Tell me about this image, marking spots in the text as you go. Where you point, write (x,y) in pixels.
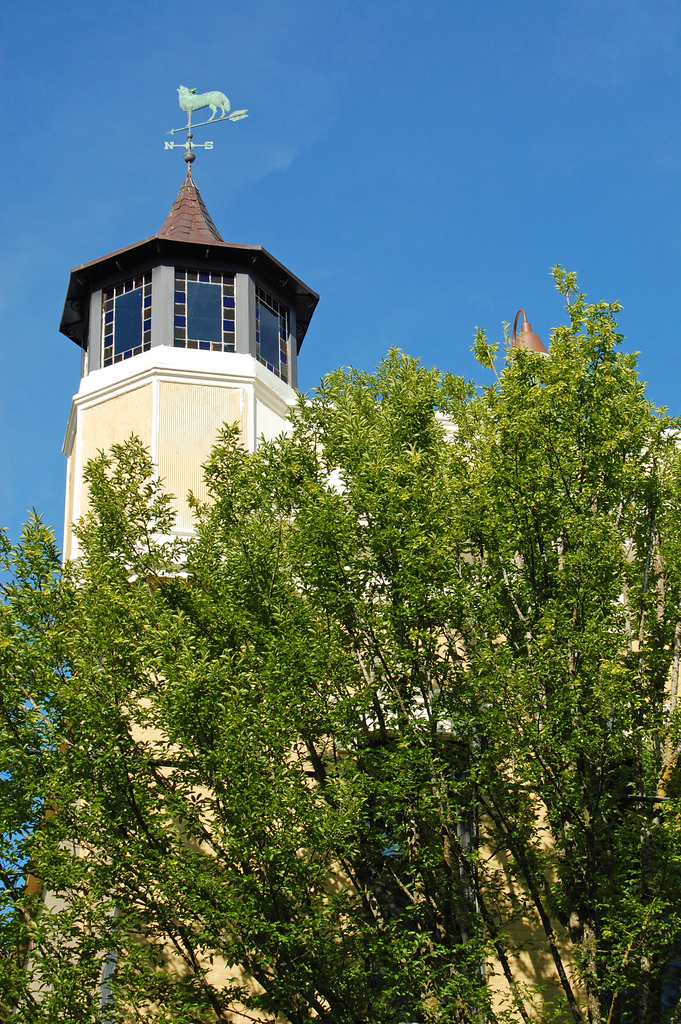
In the picture I can see building (65,302) and also I can see some trees (241,749) and sky (27,112).
